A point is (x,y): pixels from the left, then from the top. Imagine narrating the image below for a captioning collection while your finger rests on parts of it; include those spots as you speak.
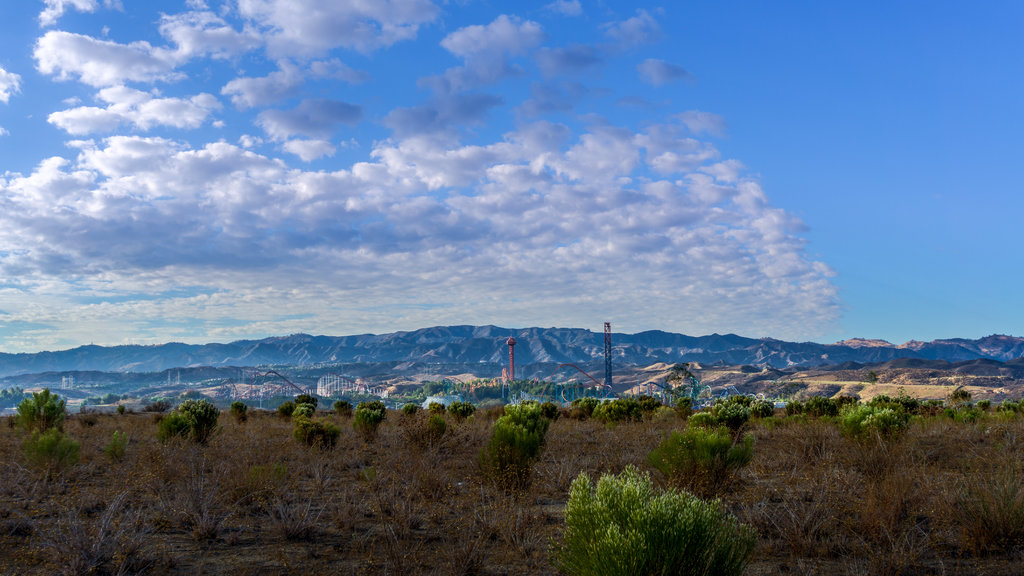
In this image we can see there are trees (459,412) and mountains (717,373). And there is the fence (369,384), pole (610,352) and tower (511,354). There is the sky (600,129) in the background (600,129).
